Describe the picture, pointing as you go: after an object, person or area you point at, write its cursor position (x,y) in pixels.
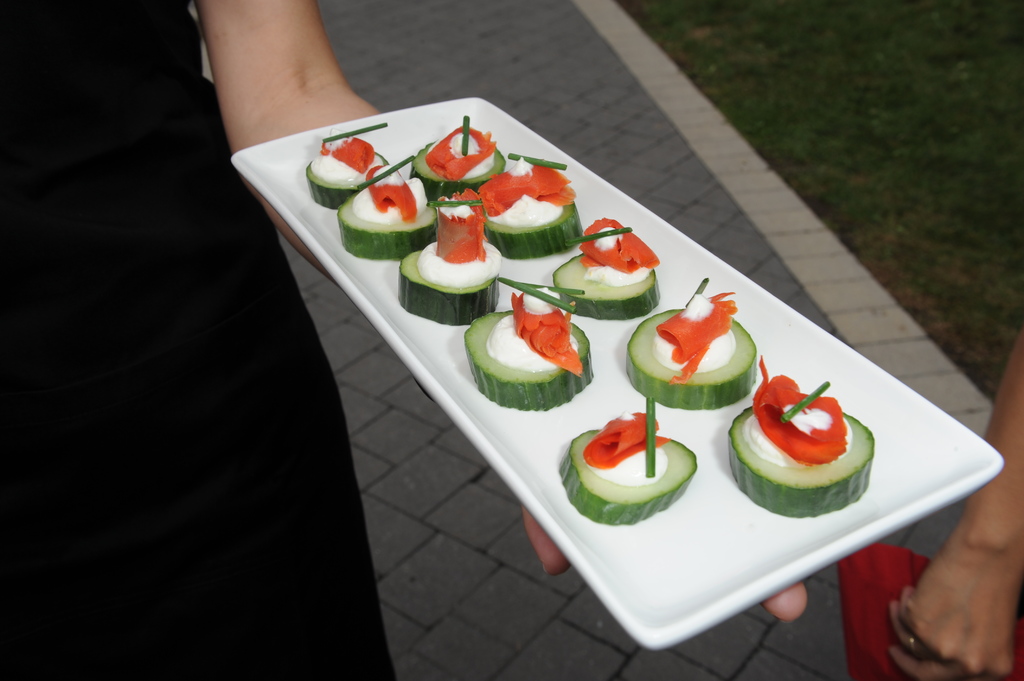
In the image we can see two people (262,491) wearing clothes (148,441) and the left side person (177,166) is holding a plate (715,563) in hand (543,533) and the plate (694,549) is in rectangle shape. On the plate (608,533) we can see food item (612,500).
